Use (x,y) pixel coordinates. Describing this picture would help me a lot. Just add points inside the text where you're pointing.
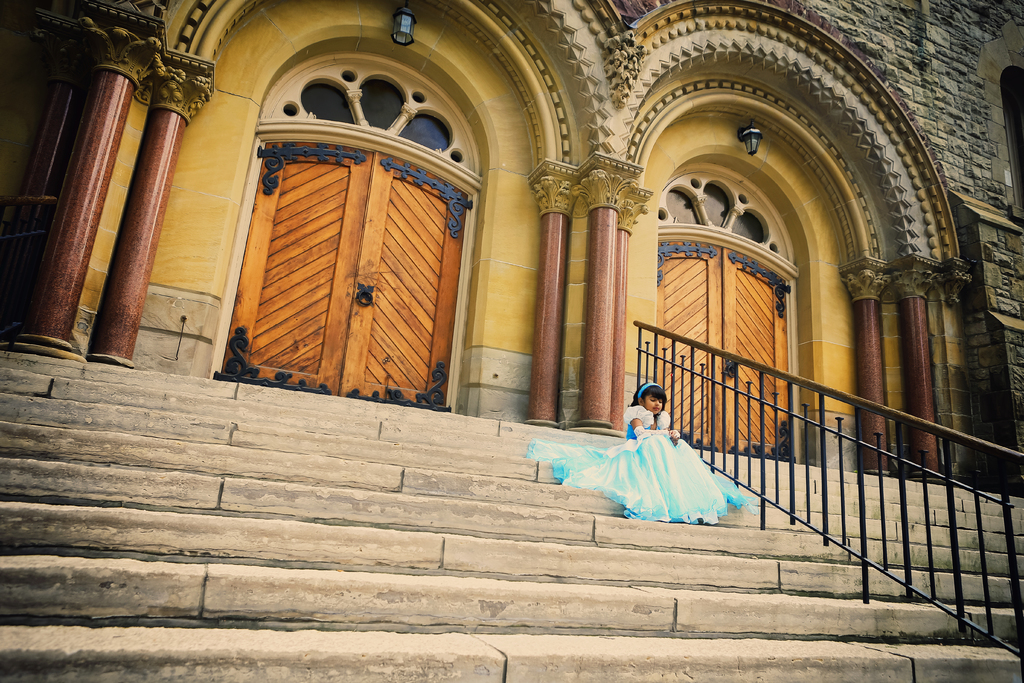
In the center of the image (669,450) we can see a girl (632,463) on the stairs (610,515). In the background (598,210) there is a building (589,142). On the right side (861,472) we can see fencing (736,397).
